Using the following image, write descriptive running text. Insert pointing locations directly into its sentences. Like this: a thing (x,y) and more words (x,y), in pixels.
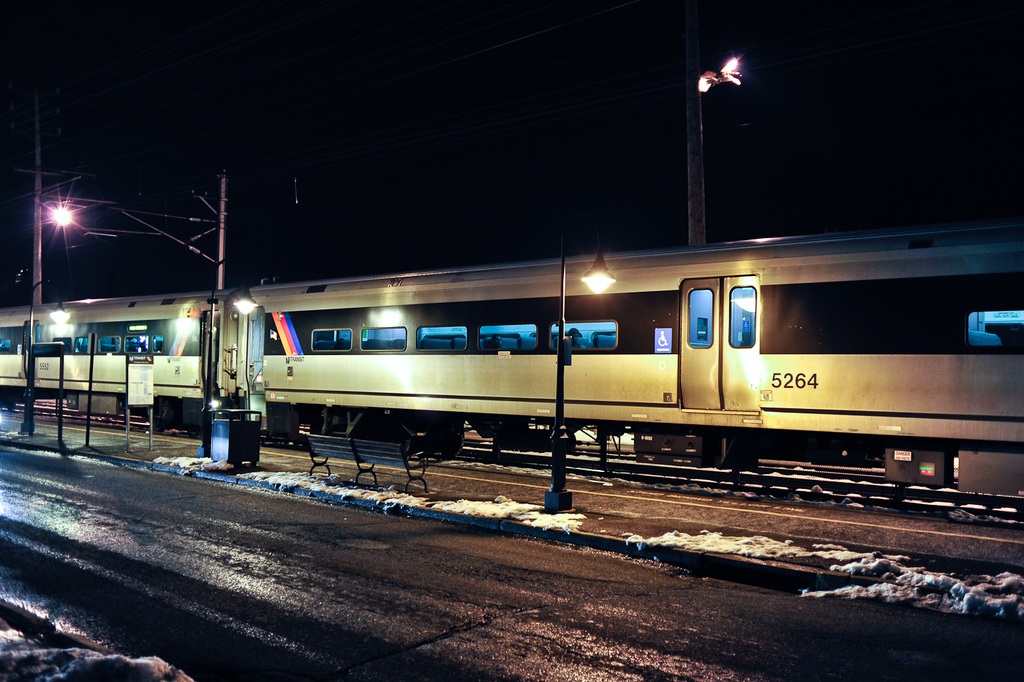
This image is taken during night mode. In this image there is a train (718,427), poles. We can also see road (401,583) and also bench (359,452).
